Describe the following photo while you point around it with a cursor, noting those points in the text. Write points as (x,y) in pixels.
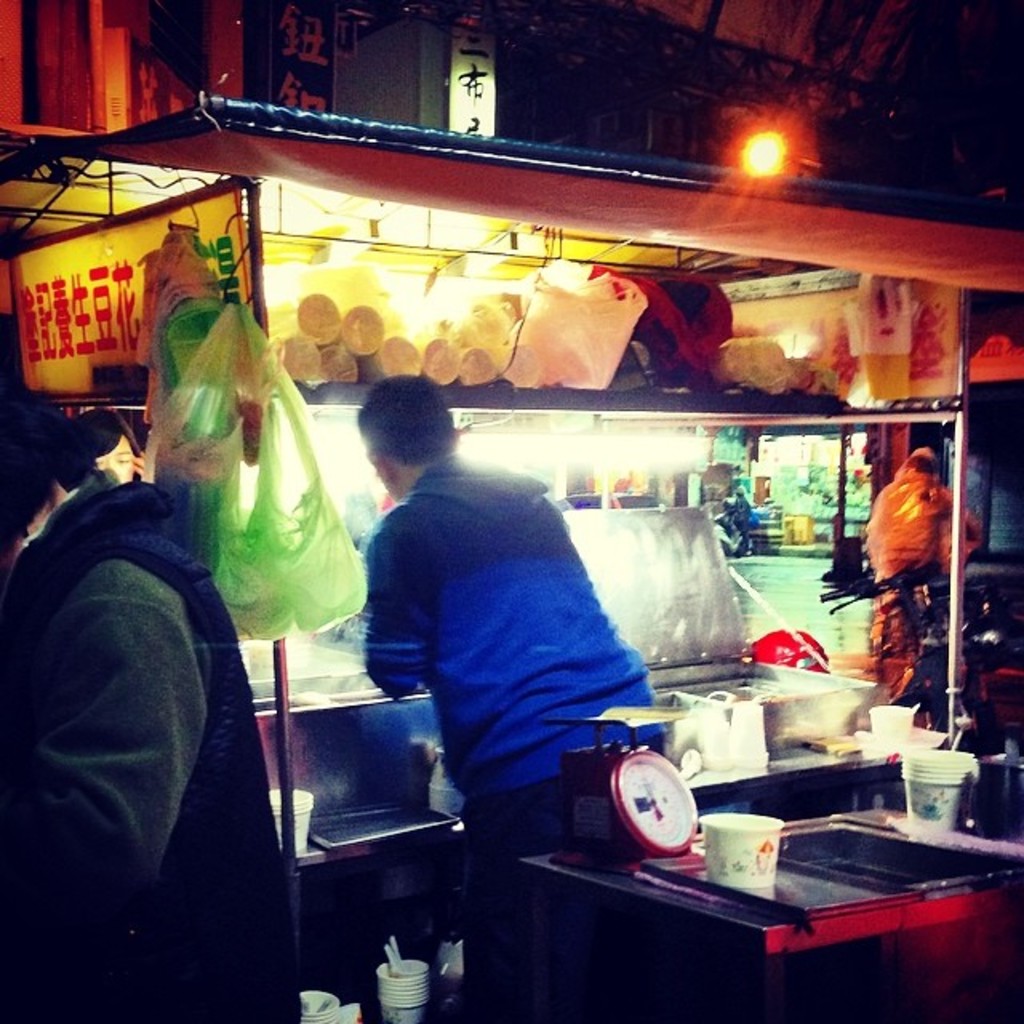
In this image there are stalls (269,304), boards (137,320), light (743,135), plastic bags (192,365), people (529,606), weighing machine (650,769), table (645,884), cups (943,756) and objects (681,546).
